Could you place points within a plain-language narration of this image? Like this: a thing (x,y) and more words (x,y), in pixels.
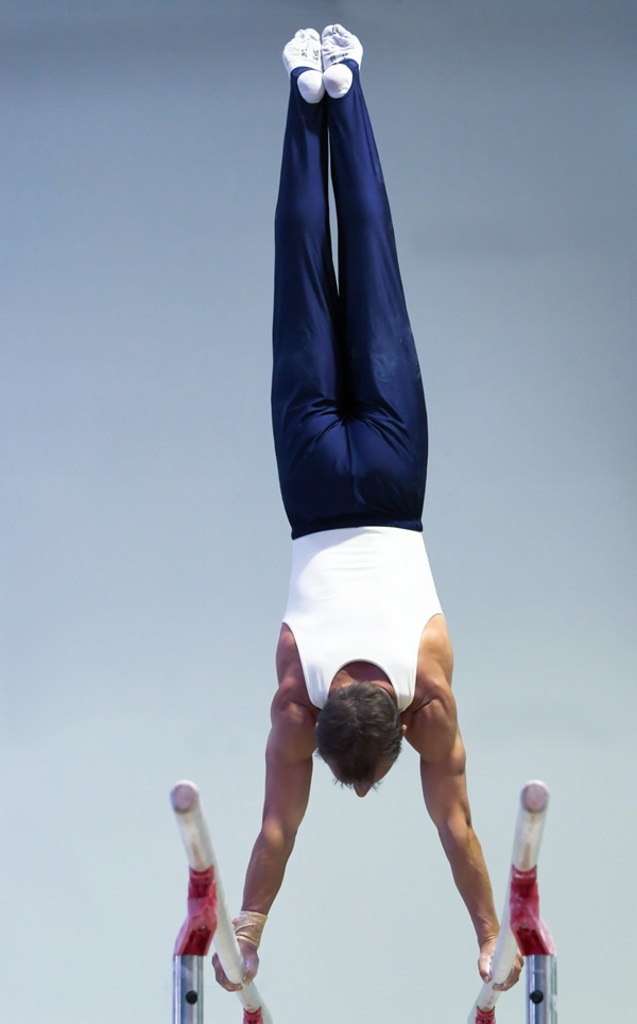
In the image we can see there is a person (346,347) doing gymnastics. He is standing upside down and he is holding iron rods (217,927).
